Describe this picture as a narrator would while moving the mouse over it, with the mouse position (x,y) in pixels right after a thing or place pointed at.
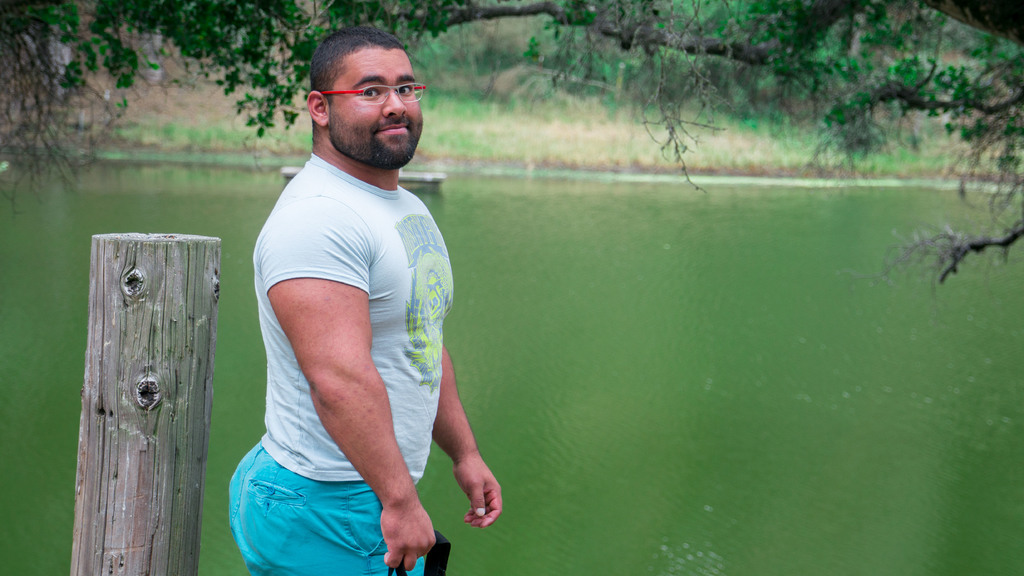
In this image I can see a person (410,322) wearing t shirt (371,275) and blue pant (323,509) is standing and I can see a wooden log (186,335) behind him. In the background (218,347) I can see the water (655,341), some grass (571,150) and few trees (694,76).
